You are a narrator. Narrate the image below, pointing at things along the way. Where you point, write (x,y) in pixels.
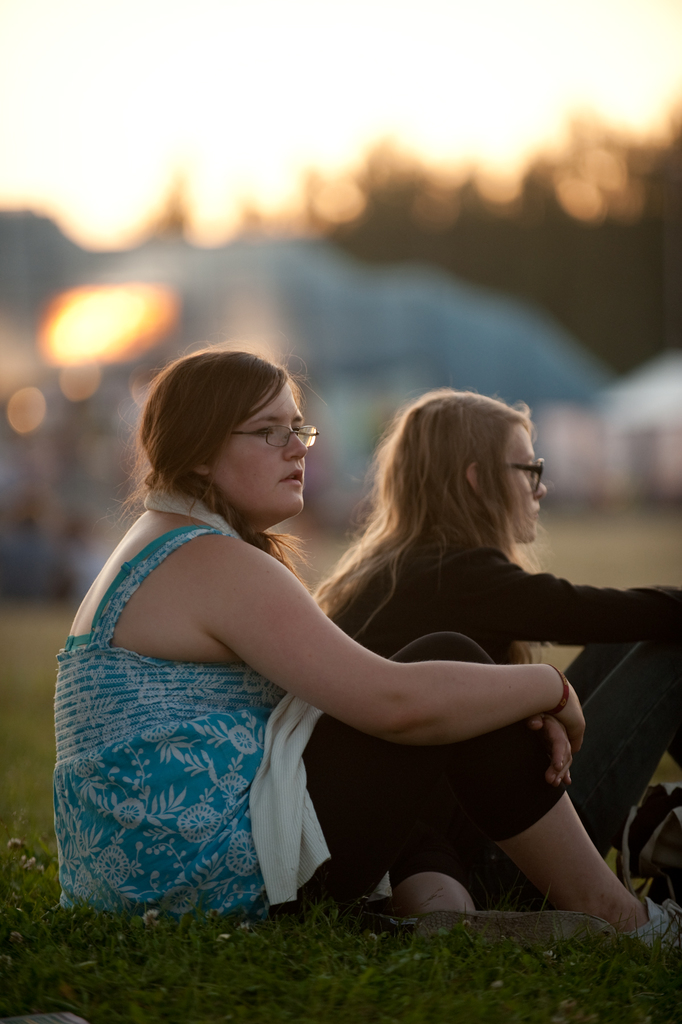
In this picture I can see two persons (401,781) sitting on the grass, and there is blur background (39,188).
